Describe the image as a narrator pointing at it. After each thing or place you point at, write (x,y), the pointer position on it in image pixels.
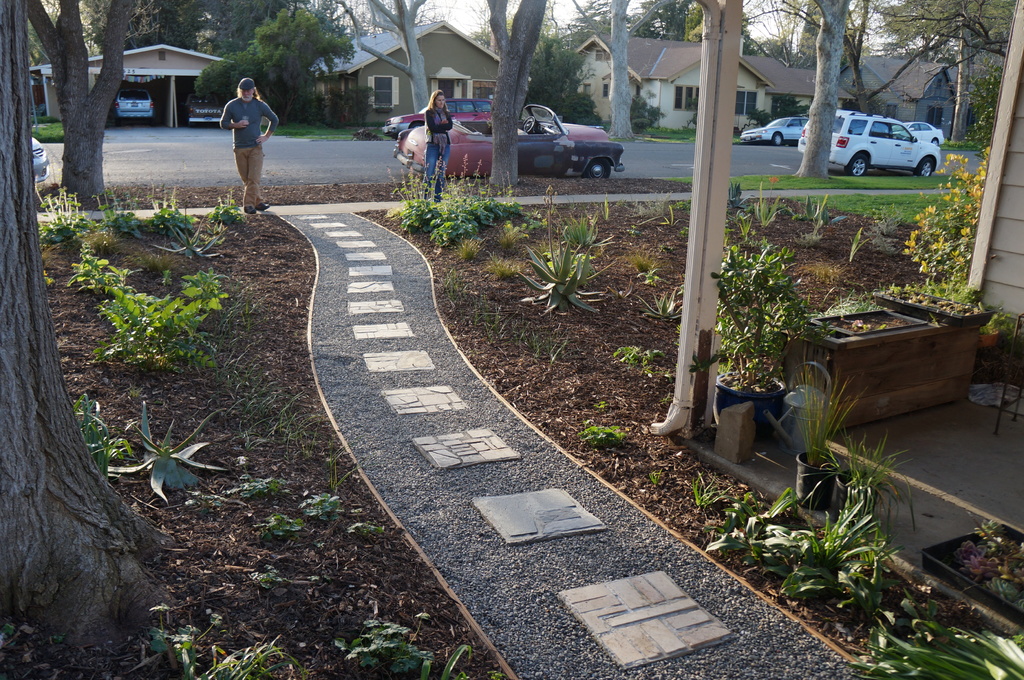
In this image there are two people (248,192) standing on the pavement (314,207), in front of them there are plants (483,205), trees (51,430), there is a pillar (704,407), behind them there are cars (488,112), trees (411,81) and houses (933,93).
